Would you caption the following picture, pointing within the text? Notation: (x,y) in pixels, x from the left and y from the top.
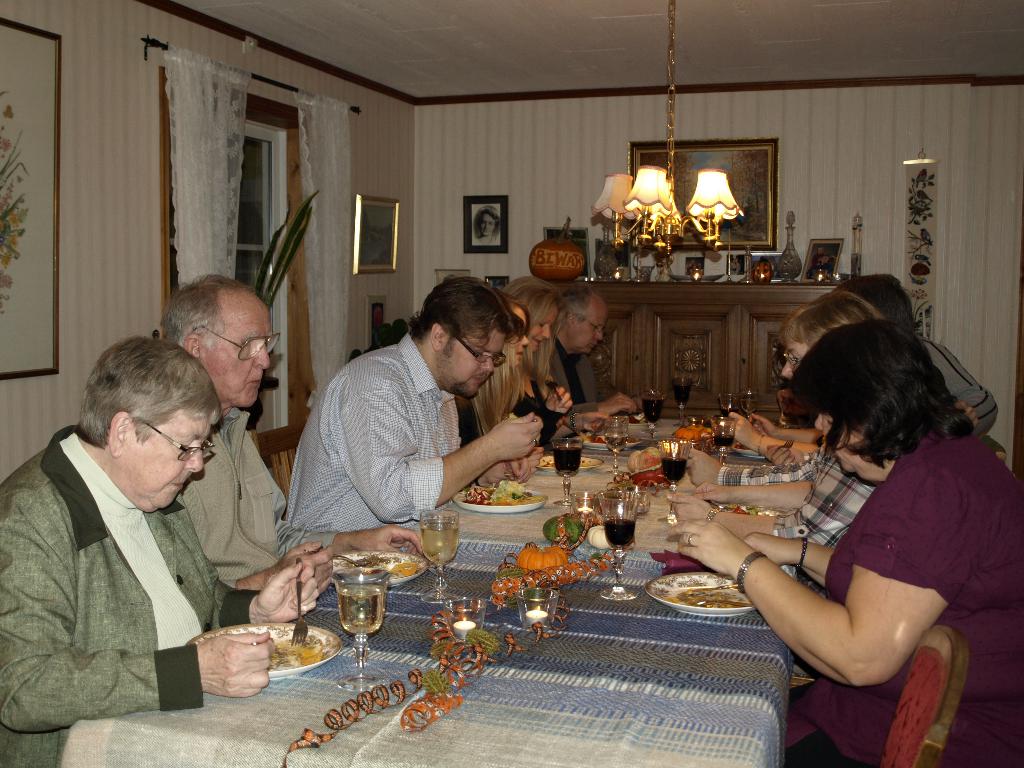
In this image i can see there are group of people (367,469) who are sitting on a chair (916,762) in front of a table (627,670) and eating food (499,483). On the table (585,699) i can see there are few glasses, few plates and other objects (532,576) on it. I can also see a chandelier (696,198) and couple of photos (373,223) on the wall (478,175).
